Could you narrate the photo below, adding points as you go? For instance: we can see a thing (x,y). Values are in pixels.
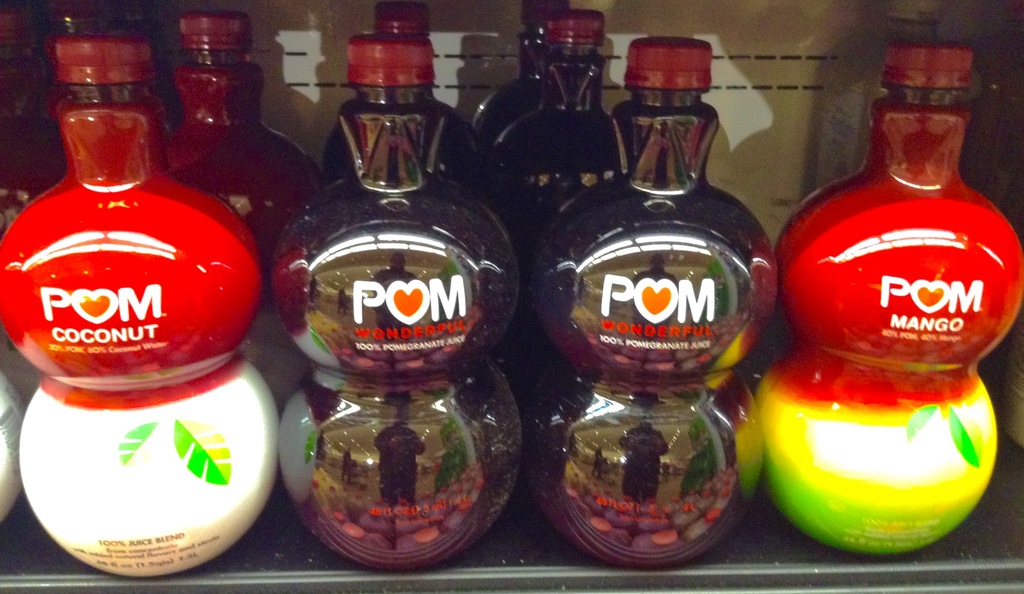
We can see group of bottle (526,160) with red color caps (70,40) on the rack (742,560).
